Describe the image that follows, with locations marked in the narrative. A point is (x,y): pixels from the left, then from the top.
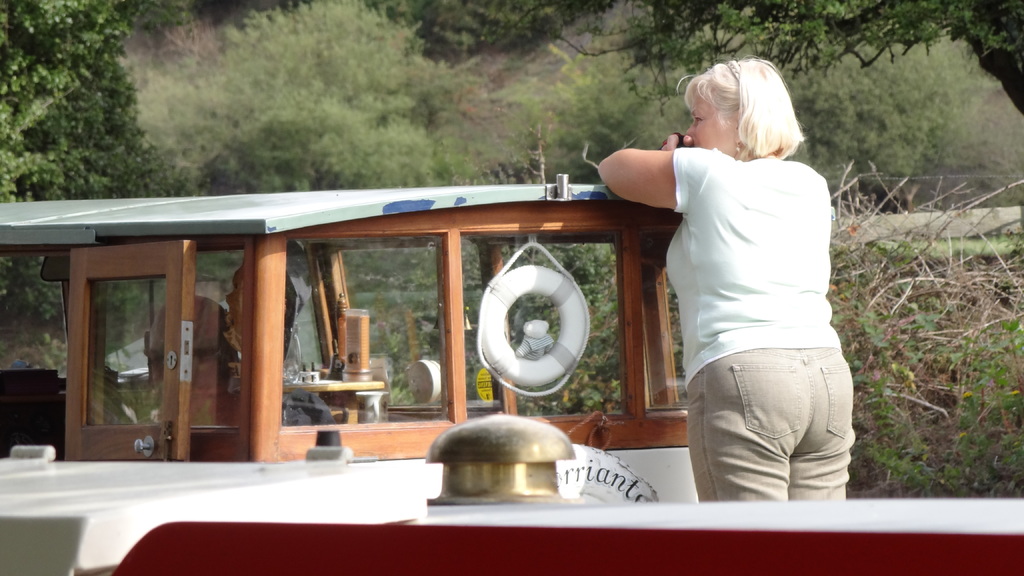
In the image we can see there is a woman (801,299) standing on the ship (658,485) and there is a tube (499,350). There is a wooden door (97,382) and behind there are trees (739,42).
